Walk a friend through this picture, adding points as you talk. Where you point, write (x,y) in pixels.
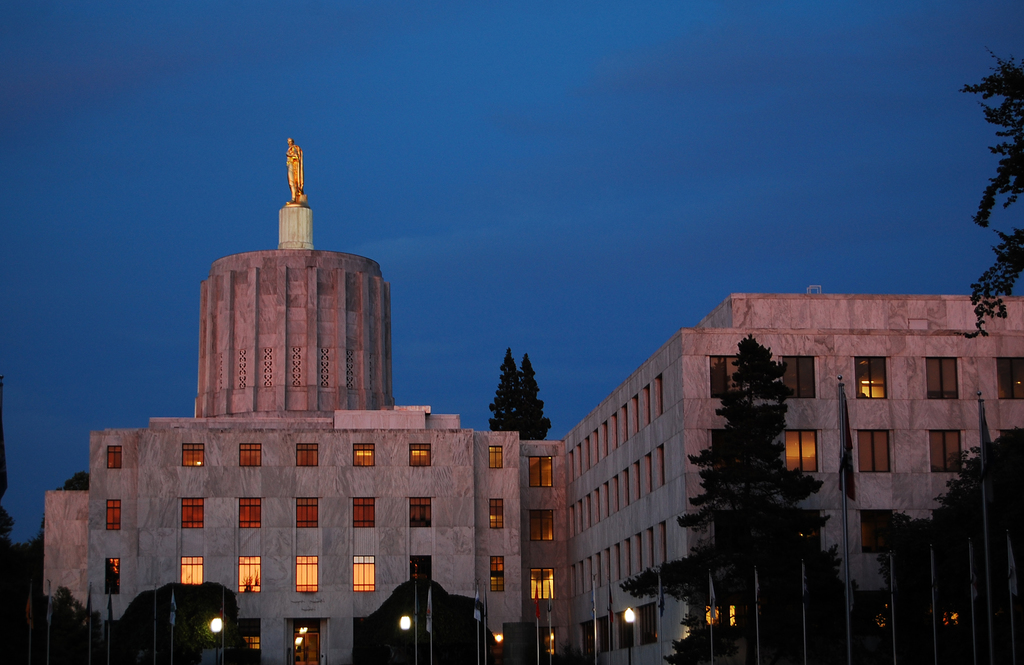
In the center of the image (549,425) we can see building (467,474) and trees (977,482). At the bottom of the image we can see flags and poles (1007,548). At the top of the image (293,170) there is a statue (300,184) on the building (268,321). In the background (411,115) we can see sky (482,102).
